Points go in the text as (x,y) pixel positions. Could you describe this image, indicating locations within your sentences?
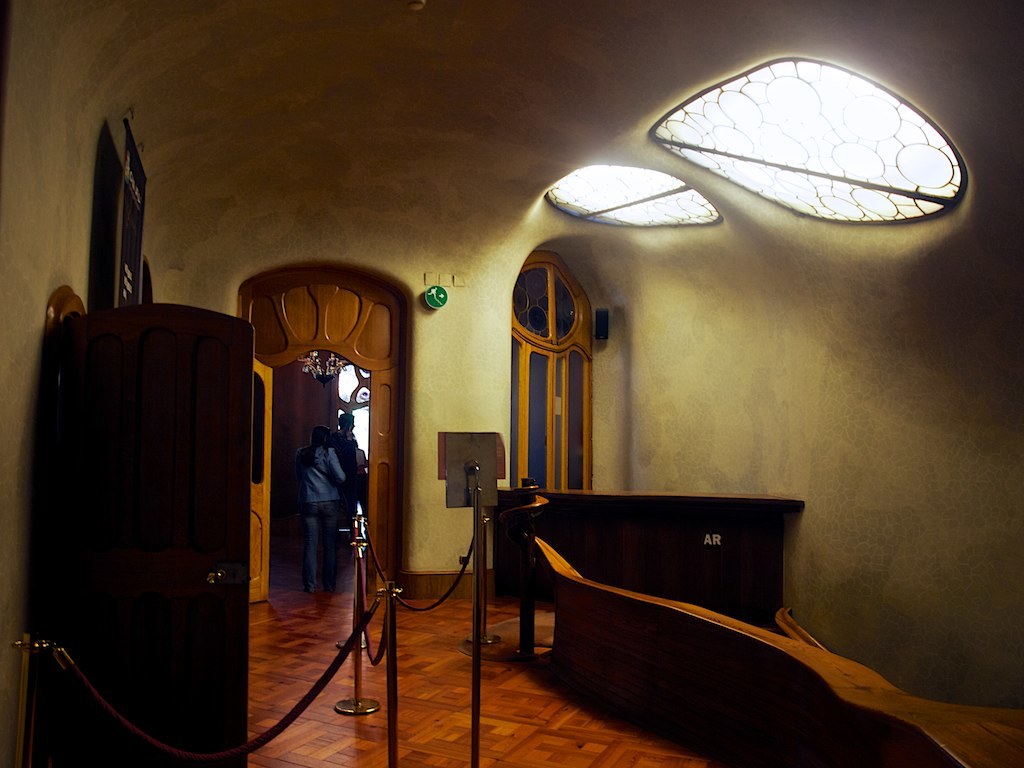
In this image there is a door (162,544) on the left side of this image (255,528) and there is a window (528,407) in middle of this image (574,374) and there is a floor (433,698) in middle of this image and there are some objects (396,596) kept on the floor (382,666) in middle of this image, and there is a wall (484,264) in the background (598,307) and there is a table (751,553) on the right side of this image (716,562).
